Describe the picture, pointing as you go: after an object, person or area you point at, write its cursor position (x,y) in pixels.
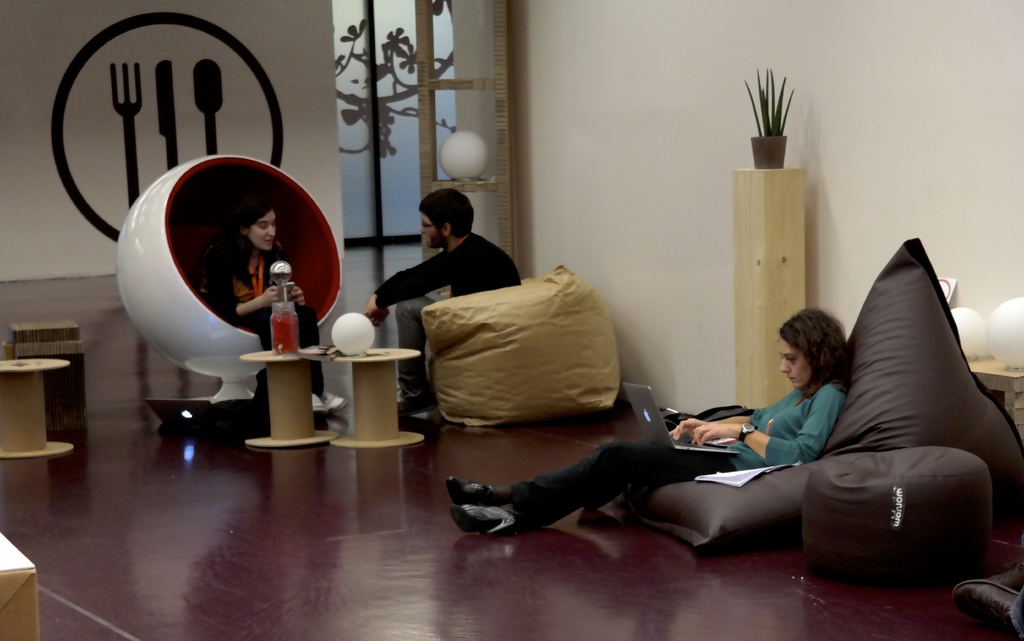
In this picture I can see few people (314,375) seated and I can see a woman (715,438) seated and working on a laptop (690,443) and I can see a man (418,298) and woman (269,267) seated and speaking to each other and I can see a jar (280,341) and few ball lights (1005,321) on the tables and I can see a plant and painting (203,105) on the wall (123,170).
